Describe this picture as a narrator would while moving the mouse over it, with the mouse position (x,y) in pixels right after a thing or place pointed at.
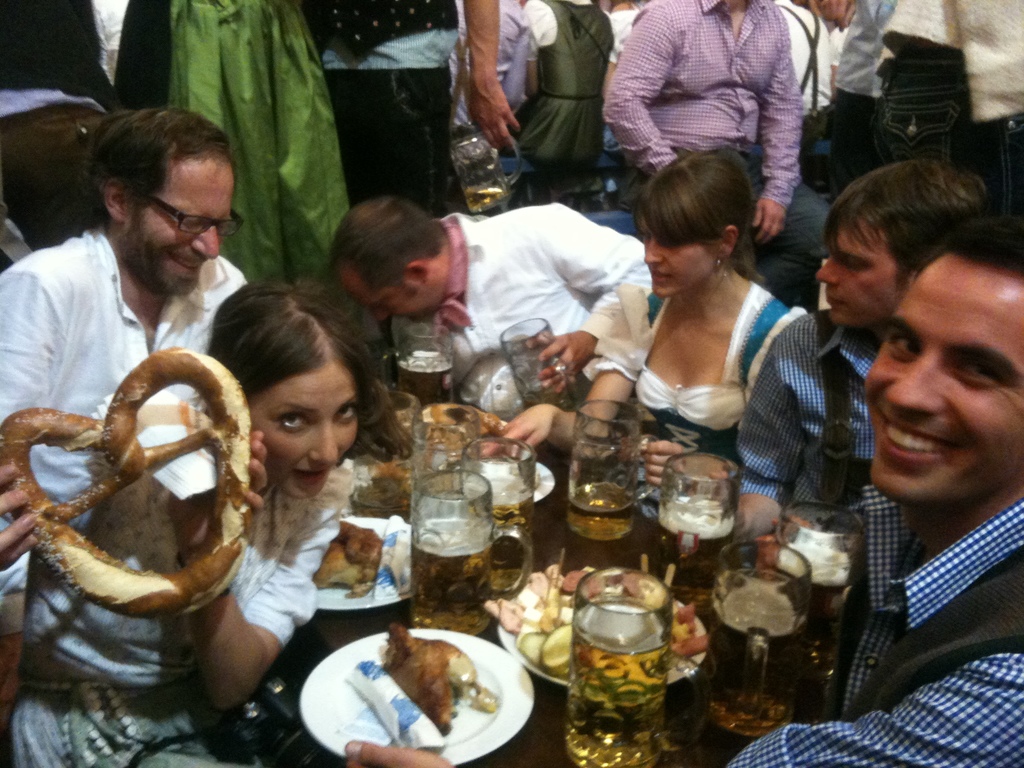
In this image we can see persons (684,243) sitting and standing on the floor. In between the persons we can see a table (565,691) on which there are serving plates (515,636) with food (438,663), paper napkins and glass tumblers (614,620) with beverage (600,683) in them.
